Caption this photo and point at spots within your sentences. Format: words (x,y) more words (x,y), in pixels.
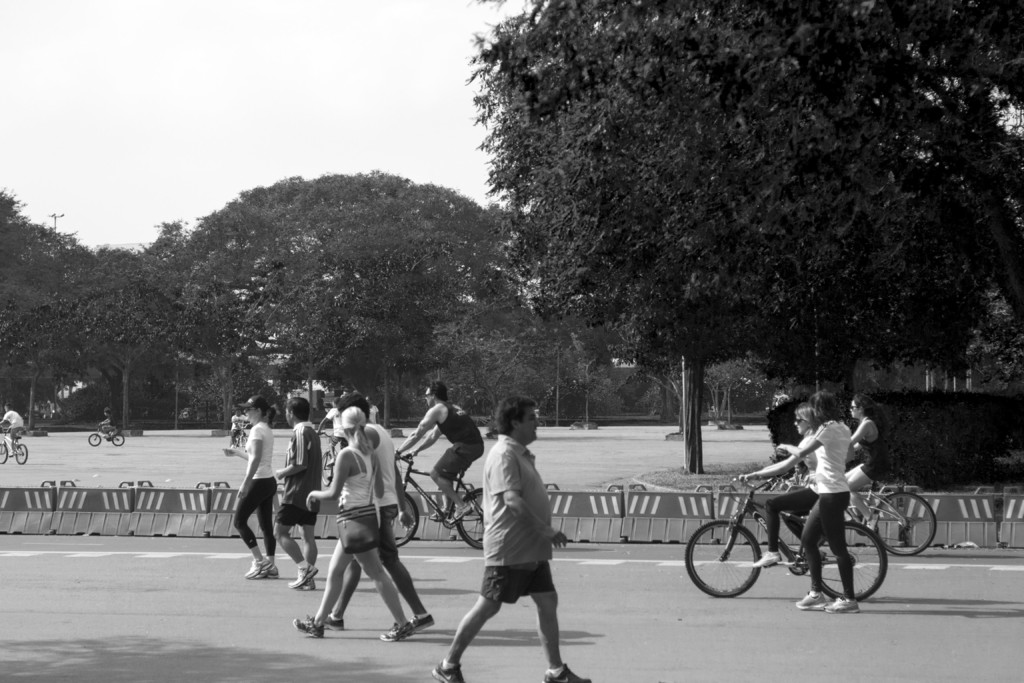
The image is taken on the road (417,654). We can see people (309,530) walking on the road (318,591), some of them are riding bicycle (724,563). In the background (465,392) there are trees (749,343) and a sky (382,134).
